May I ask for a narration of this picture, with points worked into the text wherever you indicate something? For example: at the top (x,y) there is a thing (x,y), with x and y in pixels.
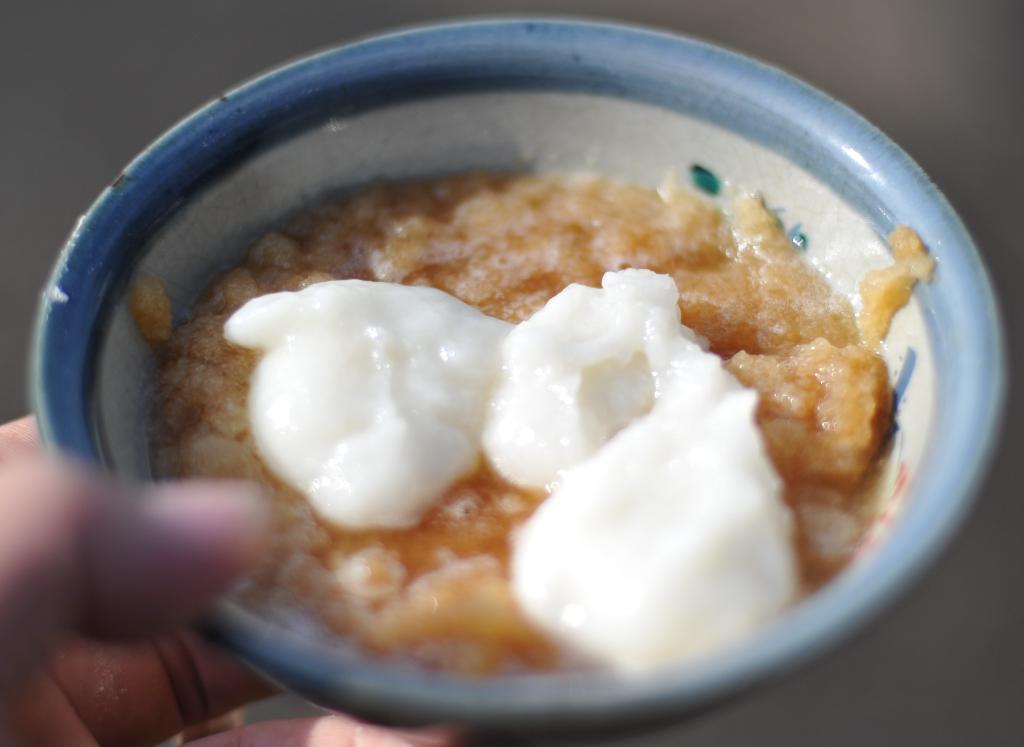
In this picture we can see a person (120,718) is holding a bowl (780,650), there is some food (588,446) present in the bowl (794,652), we can see a blurry background (108,62).
